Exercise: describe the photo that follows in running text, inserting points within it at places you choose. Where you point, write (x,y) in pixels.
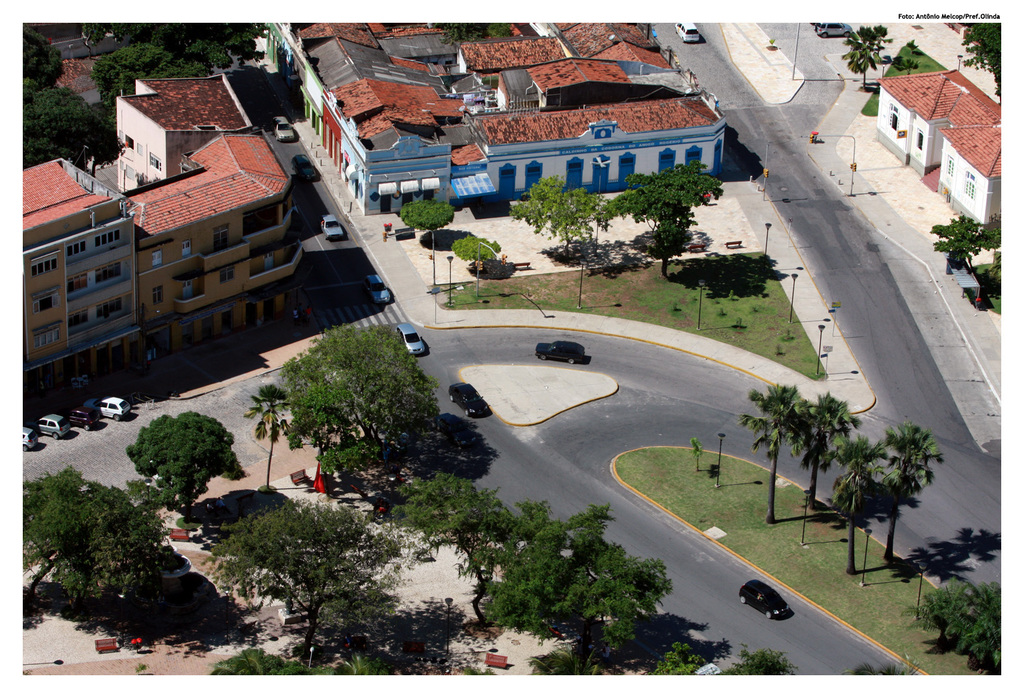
In this picture we can see there are vehicles (759,610) on the roads (795,25) and there are poles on the grass (792,559). At the bottom of the image (543,533), there are trees (529,529). At the top of the image (236,165), there are buildings (377,90). In the top right corner of the image (901,14), there is a watermark (901,13).
